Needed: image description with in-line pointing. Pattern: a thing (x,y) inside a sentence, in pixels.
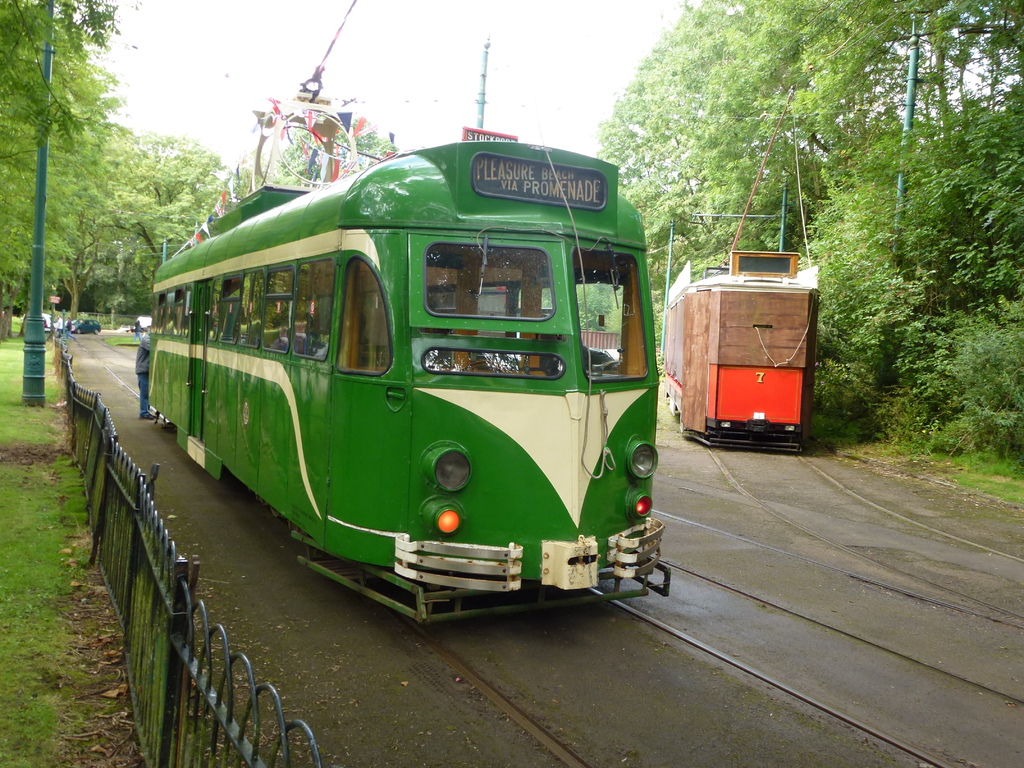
In this picture I can see couple of metro rails (535,344) on the tracks (790,522) and I can see human (137,375) standing and I can see few cars (95,333) and trees (848,59) and I can see poles (32,330) and a metal fence (84,480) and I can see a cloudy sky (394,62).
